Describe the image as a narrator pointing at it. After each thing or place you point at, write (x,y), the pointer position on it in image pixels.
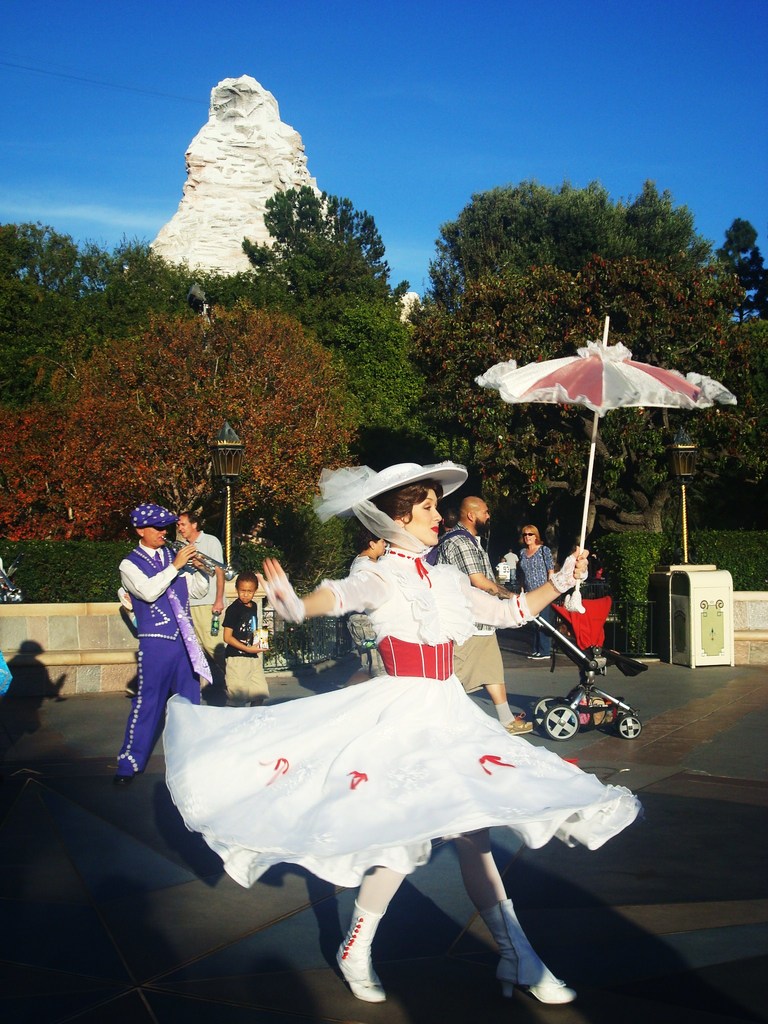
In this image on the road (544,684) there are many people (429,775). In the foreground (437,504) there is a lady (443,575) wearing white frock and hat (397,472). She is holding an umbrella (588,378). Here there is a stroller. In the background (669,610) there is bench (19,650), dustbin (682,607), trees (329,257) and sky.
